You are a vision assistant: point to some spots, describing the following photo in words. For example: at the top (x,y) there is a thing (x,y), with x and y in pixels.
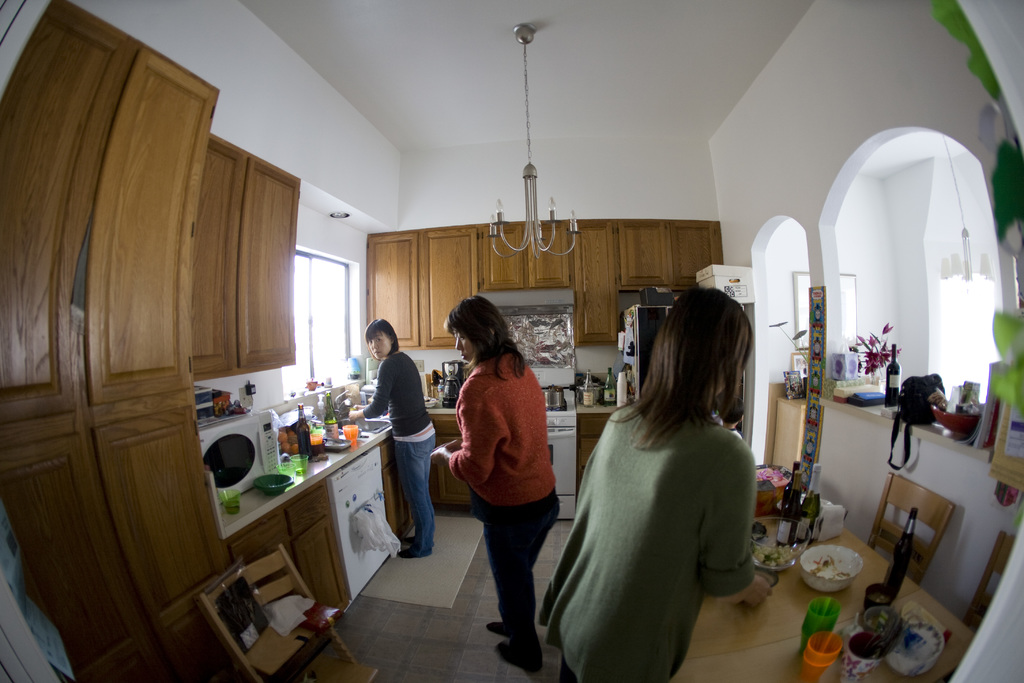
In the image we can see three women (527,453) standing, wearing clothes (430,526) and shoes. Here we can see bottles (297,426), glass (313,430), bowls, oven (233,444) and their kitchen stuff (829,553). Here we can see wooden cupboards (109,314), floor (396,610) and the window (314,297). Here we can see an arch (777,218), refrigerator (640,334), leaves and the chandelier (967,239).
